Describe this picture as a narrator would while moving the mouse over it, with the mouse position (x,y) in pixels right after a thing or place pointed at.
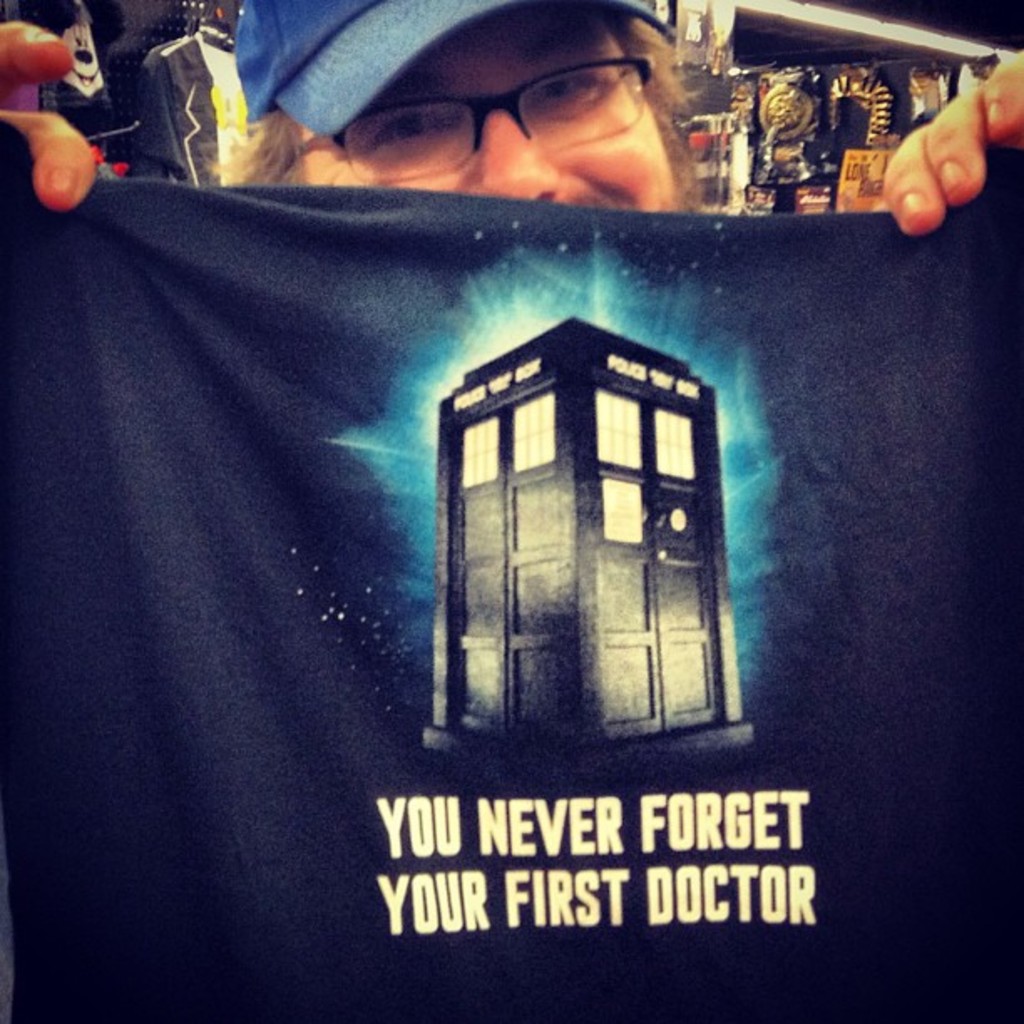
In this image we can see a person (362,161) wearing spectacles (359,164), blue color cap (291,73) holding a black cloth (485,575) in his hands (50,49) on which it is written as you never forget your first doctor and in the background of the image (206,62) there is shop (824,91).
